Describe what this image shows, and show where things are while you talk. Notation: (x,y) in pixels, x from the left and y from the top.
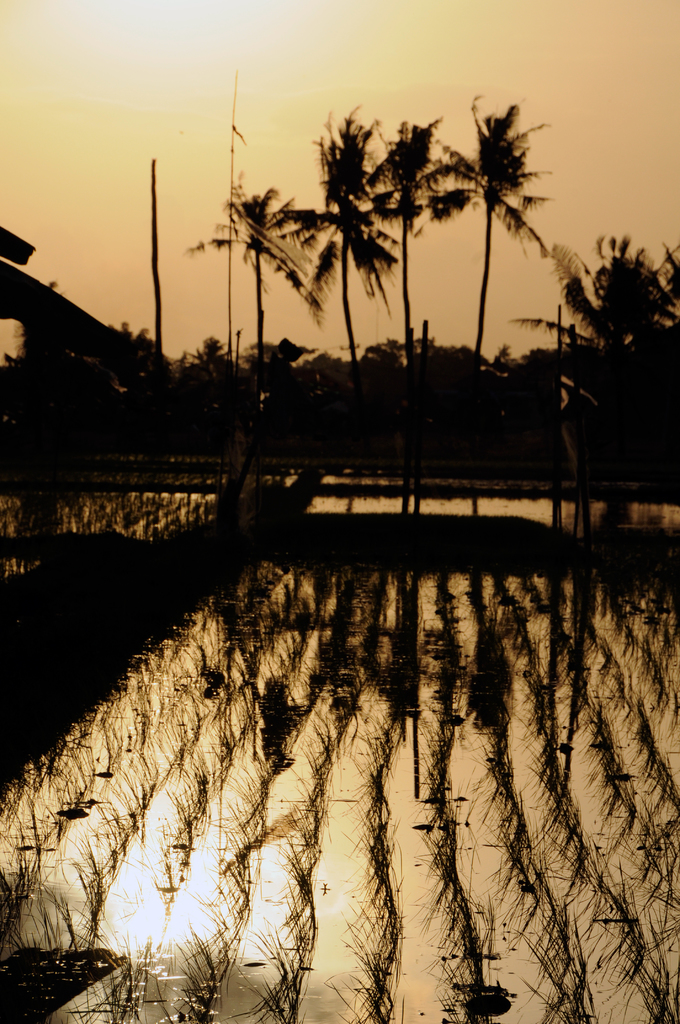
In this image we can see water (393,798), group of plants (378,813). In the background (649,351), we can see group of trees (600,329) and the sky (133,100).
